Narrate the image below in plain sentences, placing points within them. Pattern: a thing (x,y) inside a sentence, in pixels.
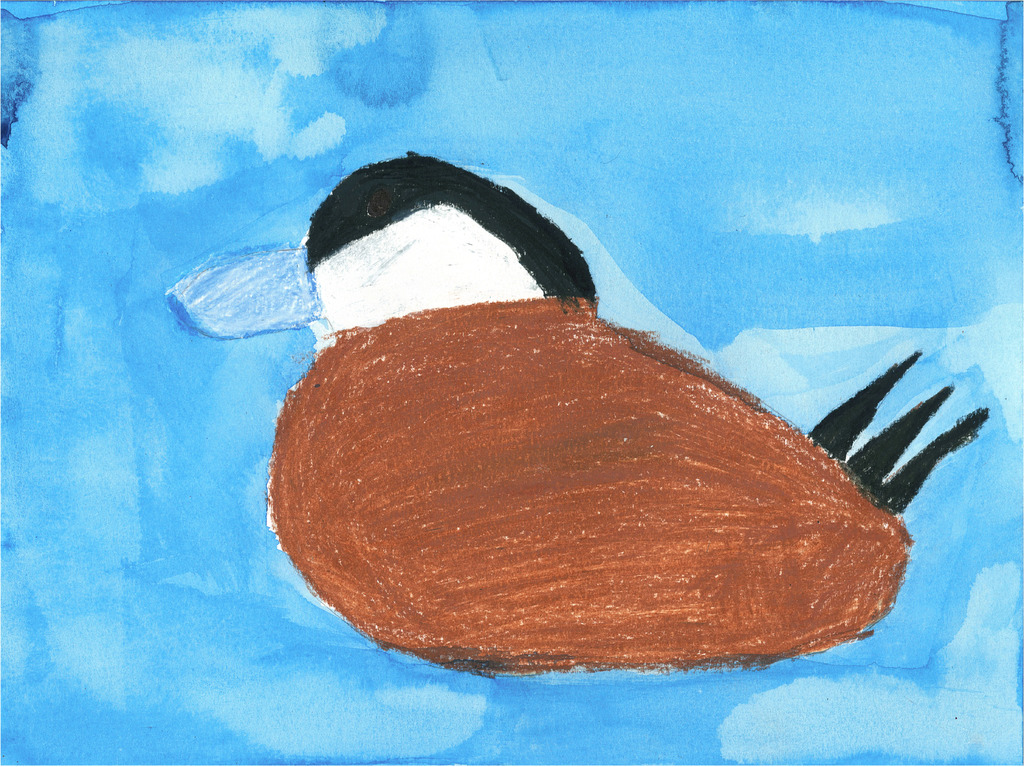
In this image we can see a painting (405,339) of a bird (405,339) and a blue background (214,629).
